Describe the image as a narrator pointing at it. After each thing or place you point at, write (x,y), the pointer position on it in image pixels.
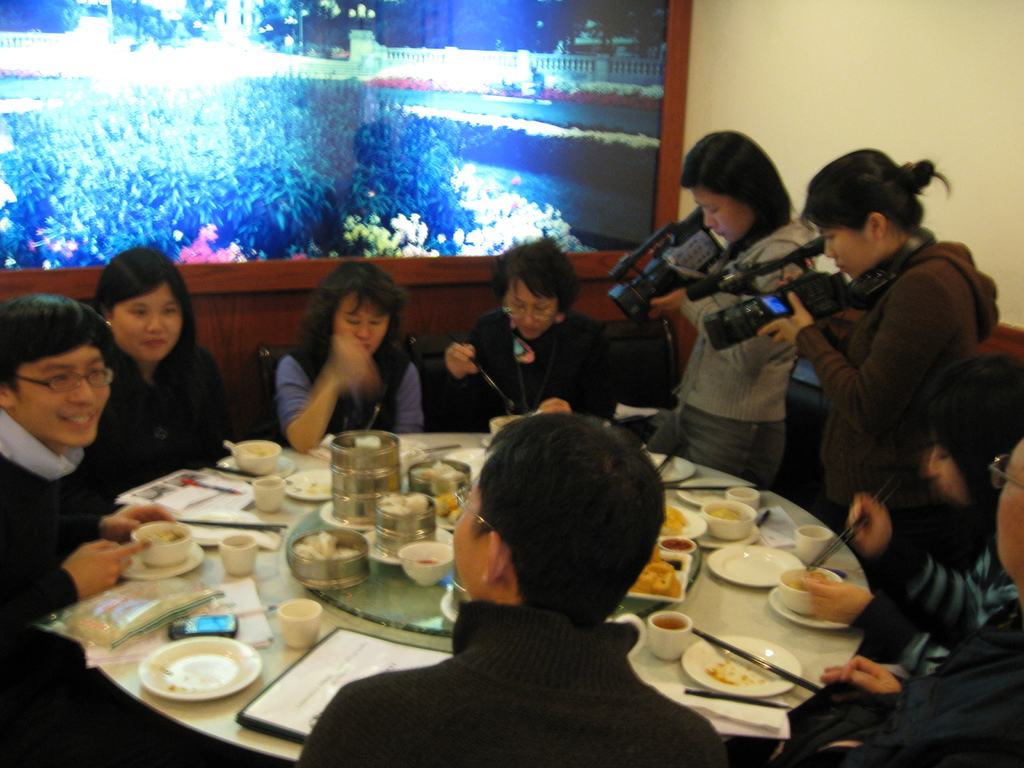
In this picture we can see group of people (452,388), few are sitting and few are standing, in front of them we can find few plates (298,495), cups (730,495), bowls (264,464), chopsticks (246,524), food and other things (221,621) on the table (323,595), in the background (593,78) we can see a frame (598,89) on the wall (729,71).
